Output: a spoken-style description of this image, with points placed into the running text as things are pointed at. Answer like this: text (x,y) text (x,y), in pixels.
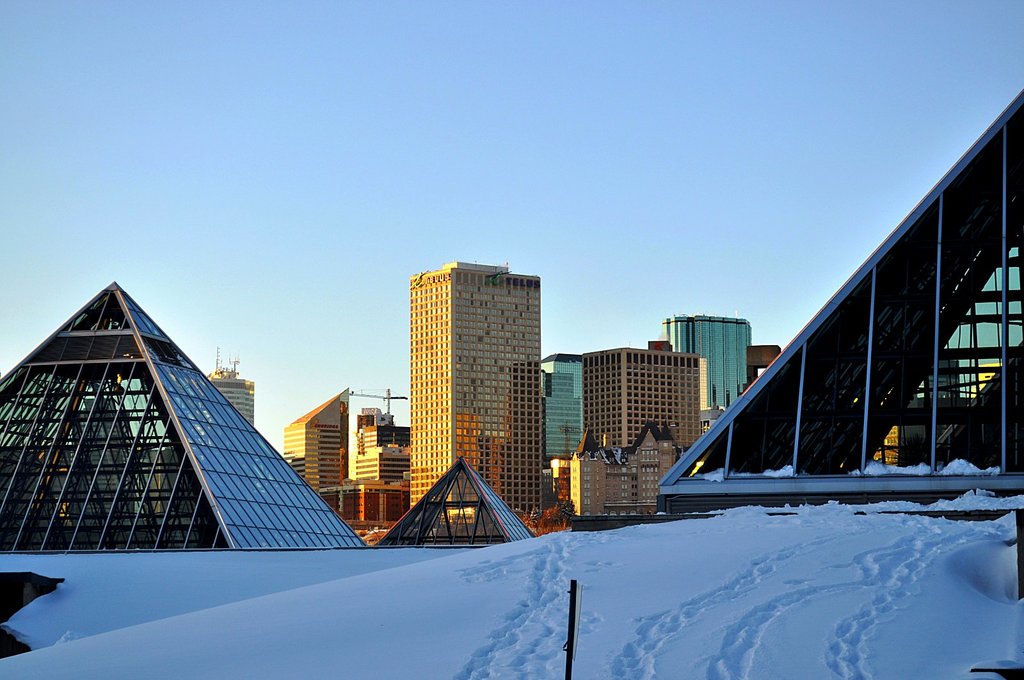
In this picture we can see the buildings (513,403), towers (216,366), sheds (451,533). At the bottom of the image (560,551) we can see the snow (530,587) and board (577,607). At the top of the image (540,185) we can see the sky (804,278).
